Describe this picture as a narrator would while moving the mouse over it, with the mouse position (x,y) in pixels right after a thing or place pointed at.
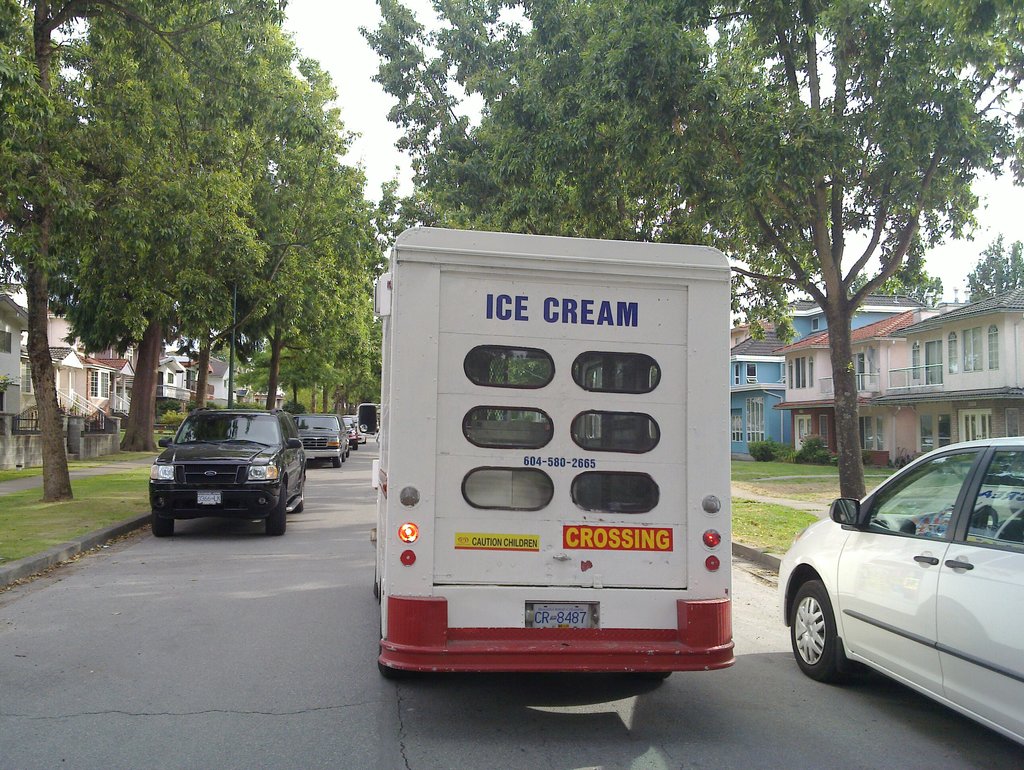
On the left side of the image (158,146) we can see trees (60,443), buildings (108,402) and some cars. In the middle of the image (531,352) we can see trees (410,132) and a vehicle (435,452). On the right side of the image (803,479) we can see a car (915,581), buildings (923,353) and some grass (819,495).
